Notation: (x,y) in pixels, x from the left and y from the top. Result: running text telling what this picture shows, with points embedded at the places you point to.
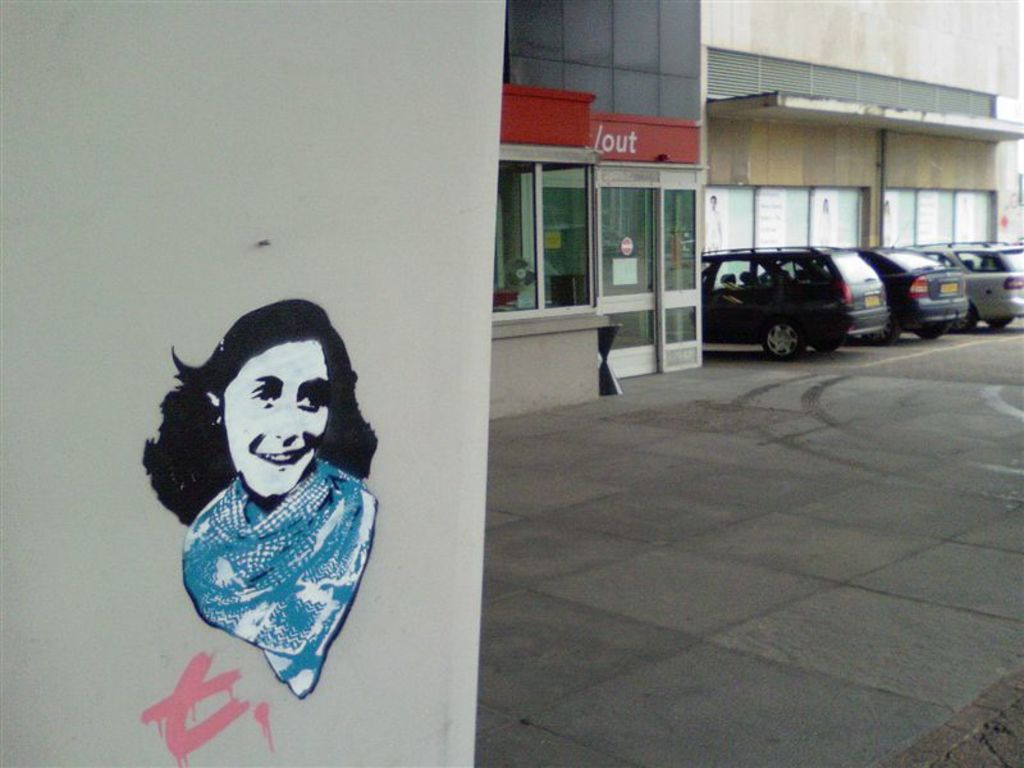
In this image, we can see an art (336,542) on the wall (251,213). There are cars (887,256) in front of the building (821,118).
